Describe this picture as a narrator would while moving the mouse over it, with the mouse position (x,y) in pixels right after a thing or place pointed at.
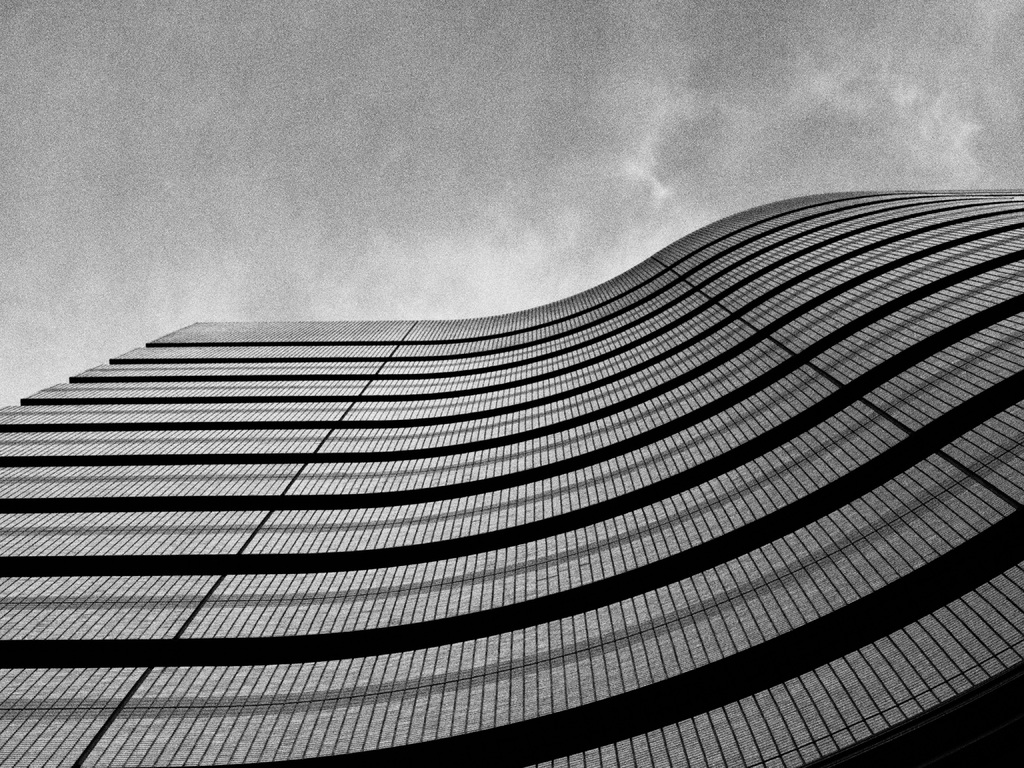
In this picture there is a black and white photography. In the front (475,716) there is a big glass building (474,437). On the top (375,161) there is a sky (369,184).
